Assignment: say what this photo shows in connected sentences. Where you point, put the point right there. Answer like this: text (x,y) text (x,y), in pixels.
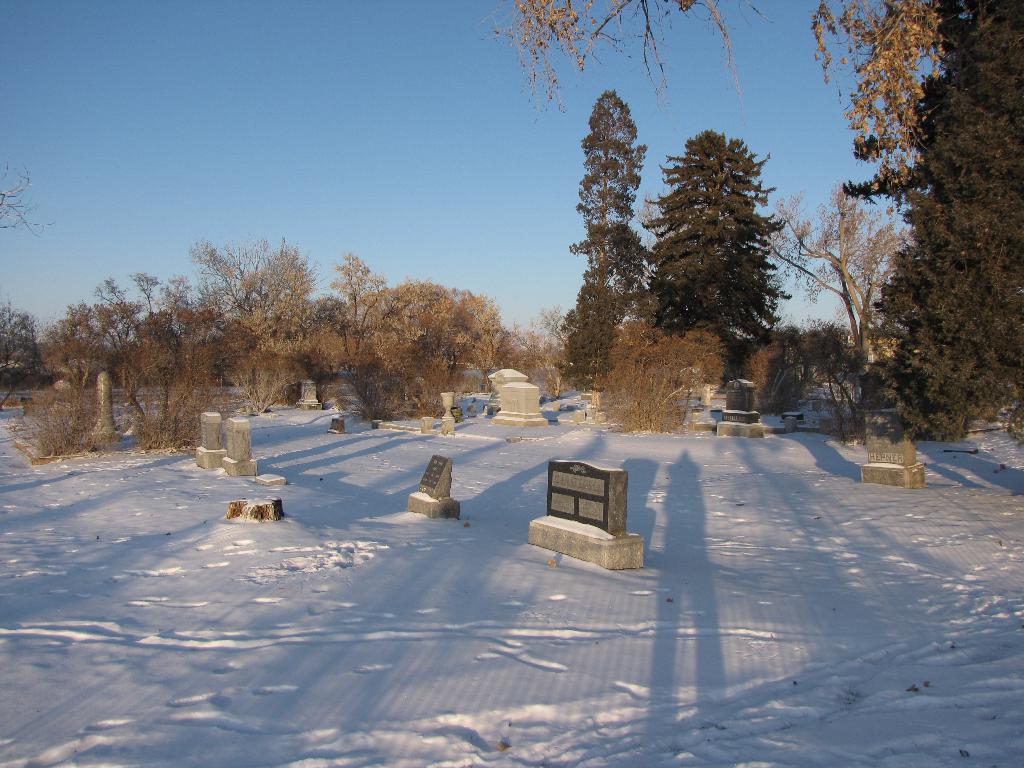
In the image in the center (583,469) we can see few graveyards (596,523). In the background (524,122) we can see sky (520,159), trees (951,315) and plants (556,358).
